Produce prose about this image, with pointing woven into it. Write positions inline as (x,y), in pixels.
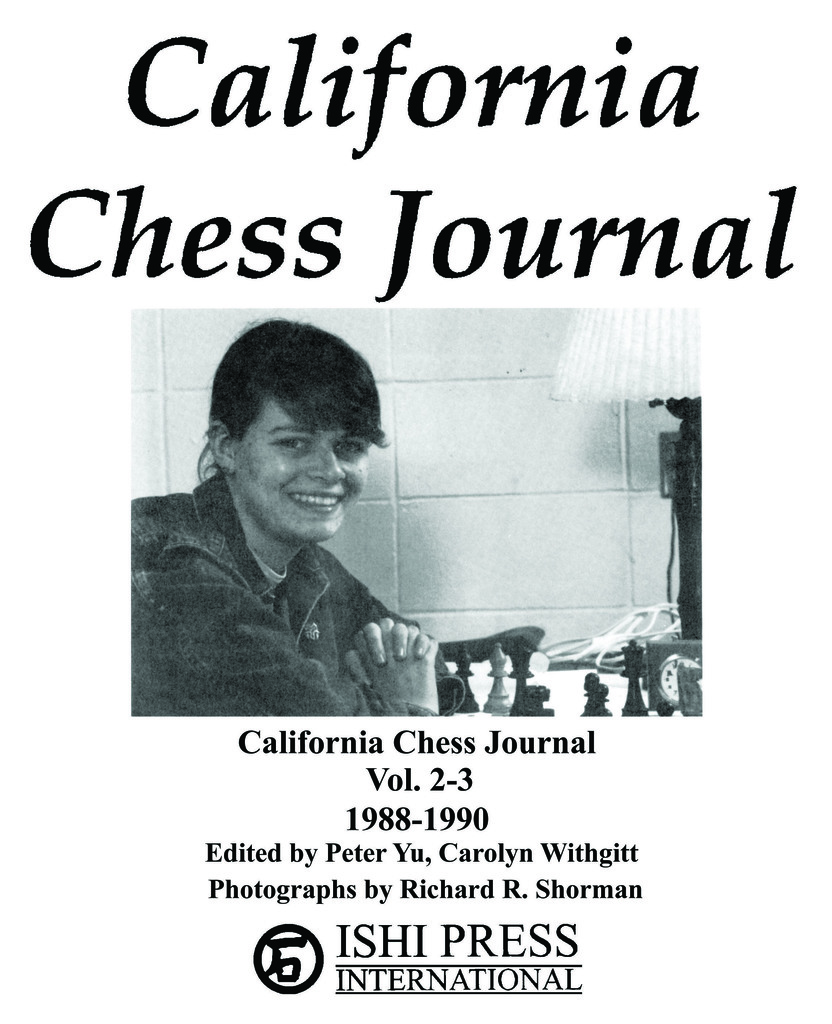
It is a poster. In the image we can see a woman (292,716) is sitting and smiling and there is a table (611,712), on the table (646,701) there are some chess pieces (589,716). Behind her there is a wall (180,351).
